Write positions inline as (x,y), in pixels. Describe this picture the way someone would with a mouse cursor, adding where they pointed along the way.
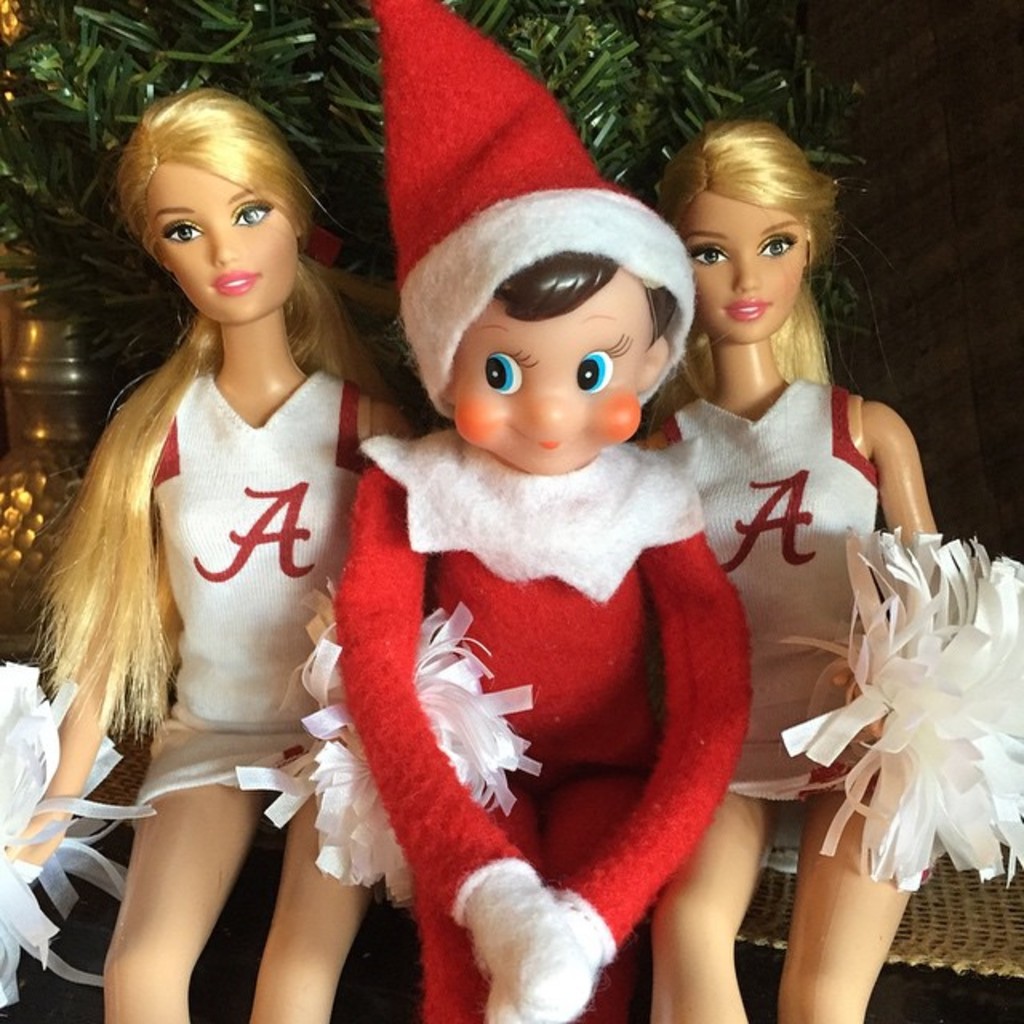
In this image, we can see dolls (319,585) and ribbons (969,800). In the background (807,79), we can see green color object (629,163) and a few things (60,463).
